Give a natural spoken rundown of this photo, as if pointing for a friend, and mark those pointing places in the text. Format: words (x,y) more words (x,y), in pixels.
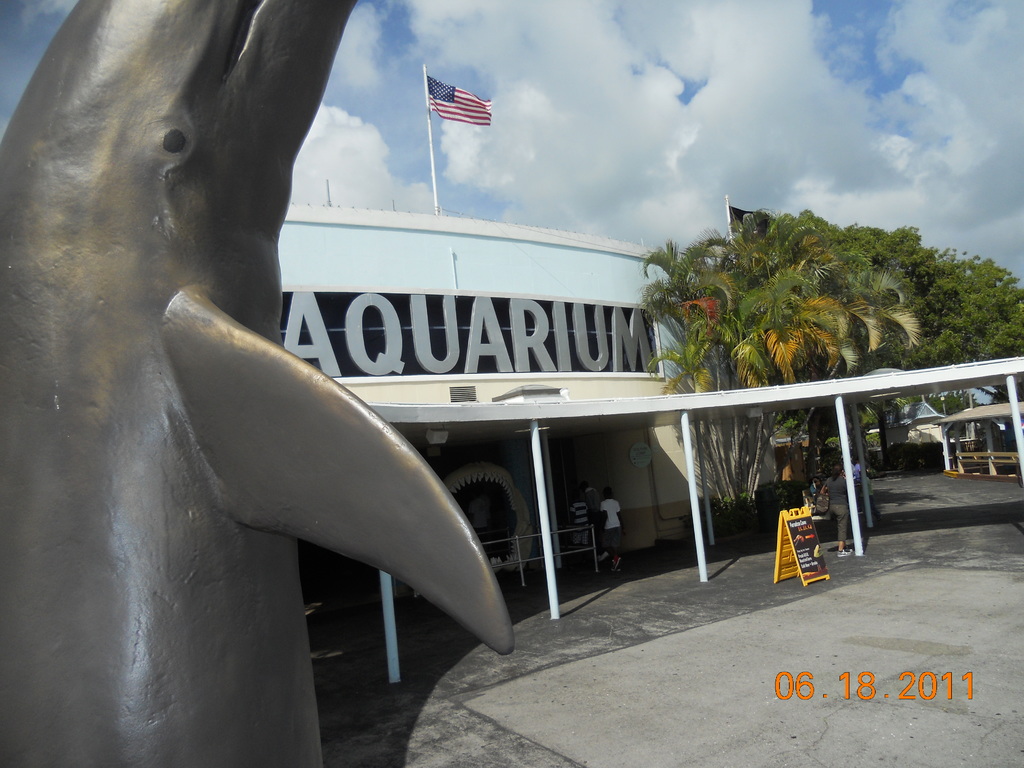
In this image there is a fish statue (131,190) visible on the left side (39,148), in the middle (624,345) there is a building (523,306), under the building (396,250) persons (578,517), yellow color board (783,523) and some trees (797,360) visible in the middle (672,261), at the top of building (384,235) there is a flag (471,94), the sky (711,182). on the right side (988,336) there are few trees (851,298) and tents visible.
